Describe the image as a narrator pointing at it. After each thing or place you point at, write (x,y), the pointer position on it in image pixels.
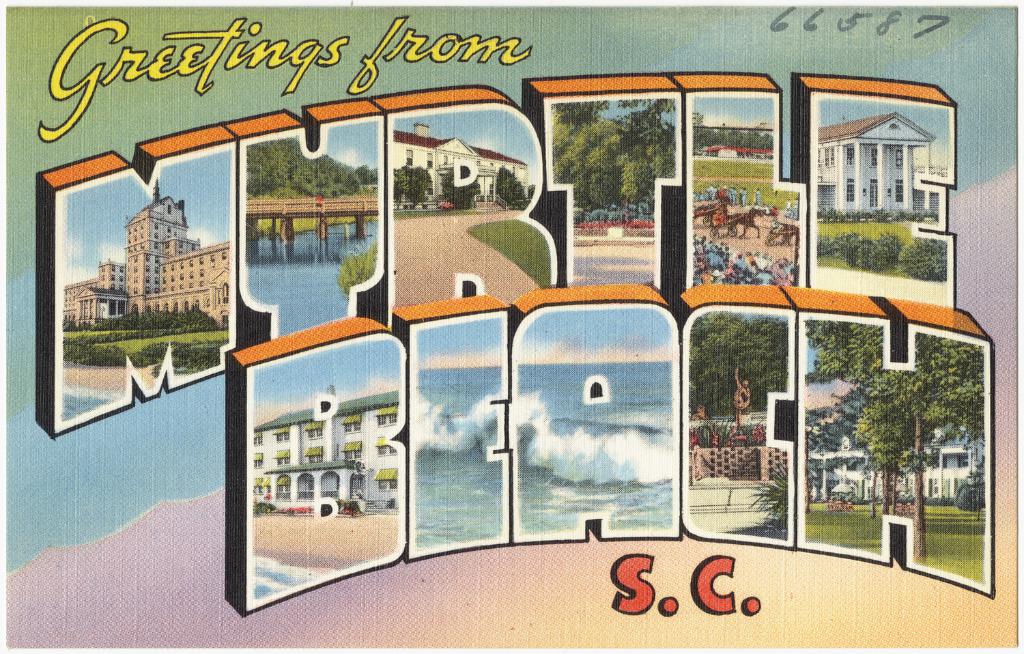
In this picture I can see there is a painting (600,283) and there is something written. There are some buildings (133,250), trees (307,181), people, a statue (741,420), ocean (554,442) in the picture.
